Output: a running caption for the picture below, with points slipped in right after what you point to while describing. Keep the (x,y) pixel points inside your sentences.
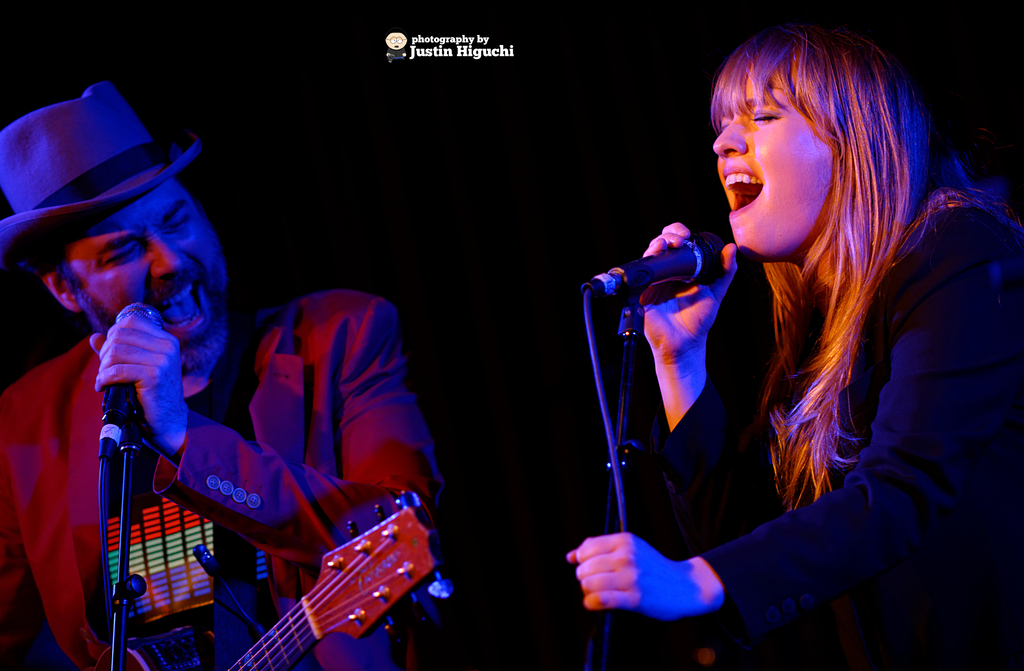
Background (557,218) is completely dark. We can see a woman (785,241) and a man (190,361) standing in front of a mike (104,412) and singing. We can see a guitar (321,590) here.
